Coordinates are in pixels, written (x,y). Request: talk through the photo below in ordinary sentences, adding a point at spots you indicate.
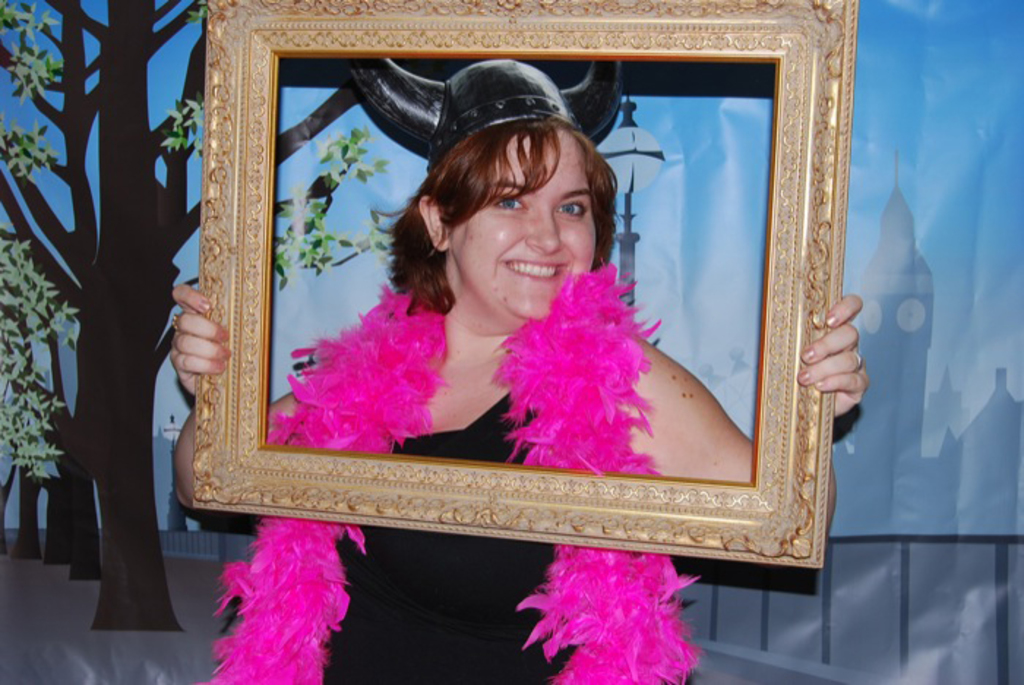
In this image I can see a woman (178,350) in the front (571,370) and I can see she is holding a frame (778,44). I can see she is wearing black colour dress (463,599), black helmet (368,66) and on her shoulders (417,337) I can see a pink colour thing (398,357). I can also see smile (510,264) on her face (543,291) and in the background (42,389) I can see depiction of trees (27,339) and of few buildings (1008,424).
